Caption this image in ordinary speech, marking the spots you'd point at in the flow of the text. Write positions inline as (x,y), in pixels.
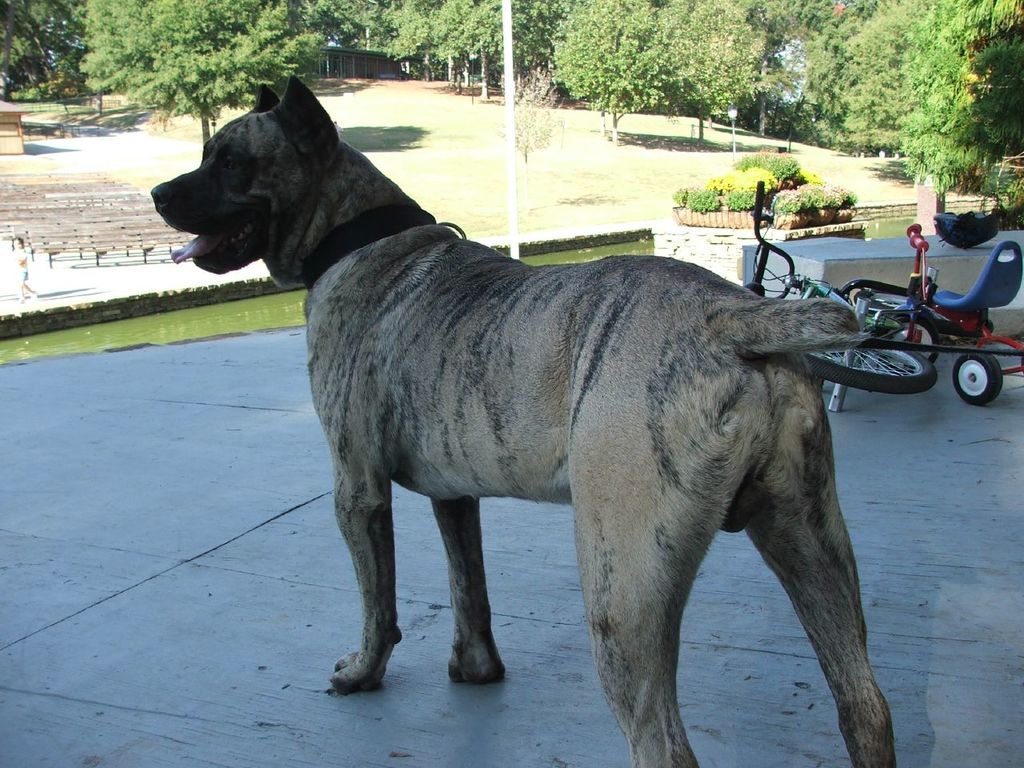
There is a dog (713,364) in the center of the image (586,372) and there are trees (774,84), plants (756,186), poles (513,209), water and a bicycle (869,283) in the background area (784,137) and there is a small girl (17,245) on the left side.
